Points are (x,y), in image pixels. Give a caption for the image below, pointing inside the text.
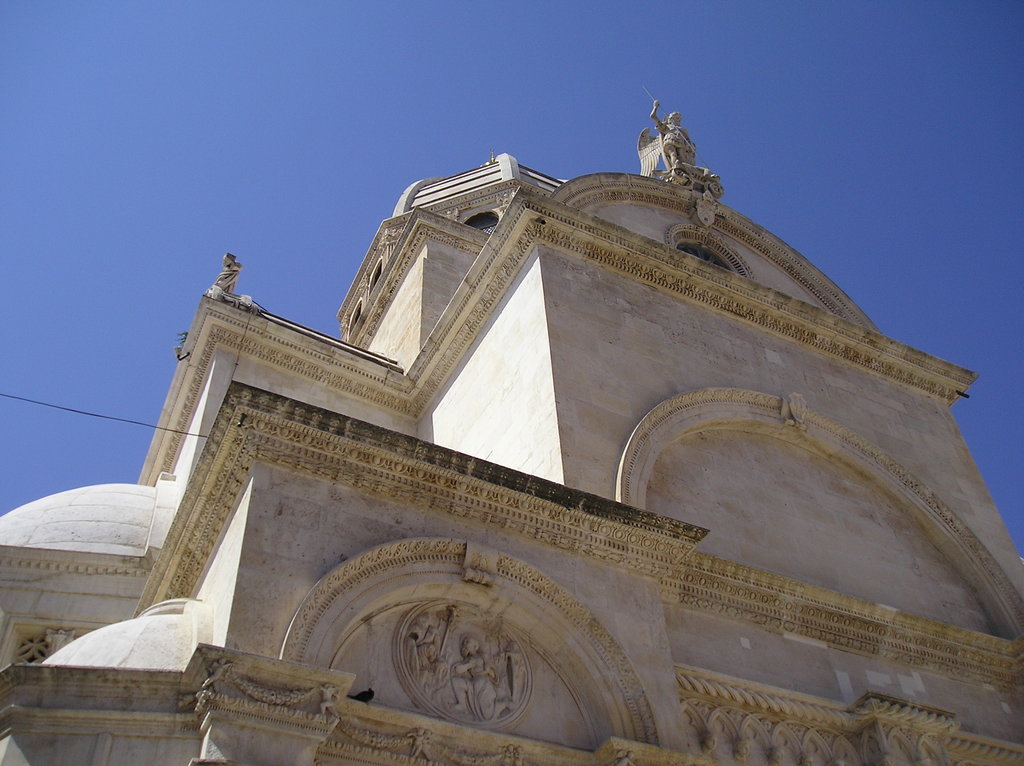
In this image, we can see a building (546,524). There is a sky (643,61) at the top of the image (822,71). There are sculptures (224,288) on the building (199,321).
